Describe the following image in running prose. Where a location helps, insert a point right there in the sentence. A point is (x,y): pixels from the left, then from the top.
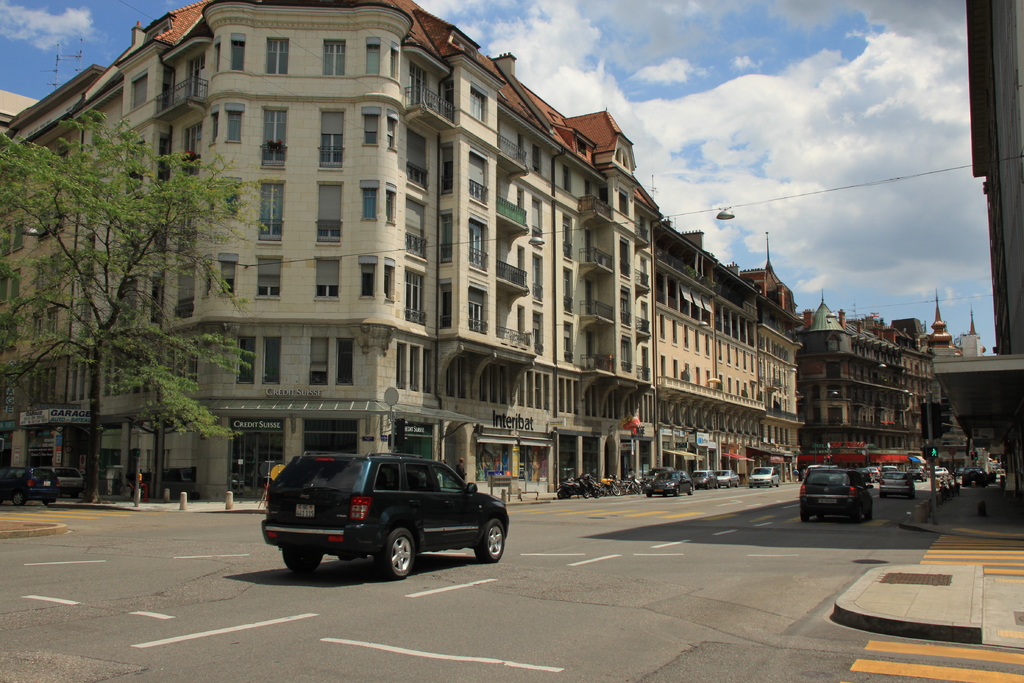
In this image there is a road (646,564) on which there are so many cars (719,478). Behind the road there are buildings (570,284) on either side of the road (475,597). On the footpath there is a tree (97,400) on the left side (92,425). At the top (789,31) there is sky (786,31).
